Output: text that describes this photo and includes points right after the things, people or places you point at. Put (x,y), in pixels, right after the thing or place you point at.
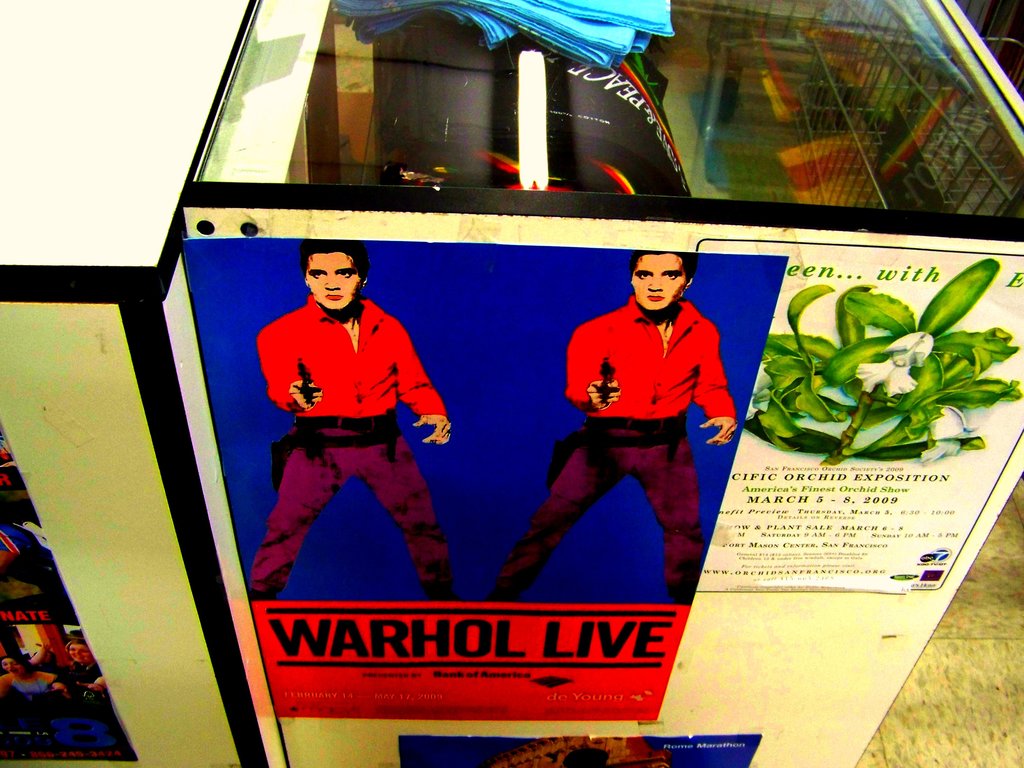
In this image there are two tables (855,617) with posters (588,545) on it. Inside the table (758,638) there are some objects (661,134). At the bottom of the image (968,694) there is a floor (978,687).
